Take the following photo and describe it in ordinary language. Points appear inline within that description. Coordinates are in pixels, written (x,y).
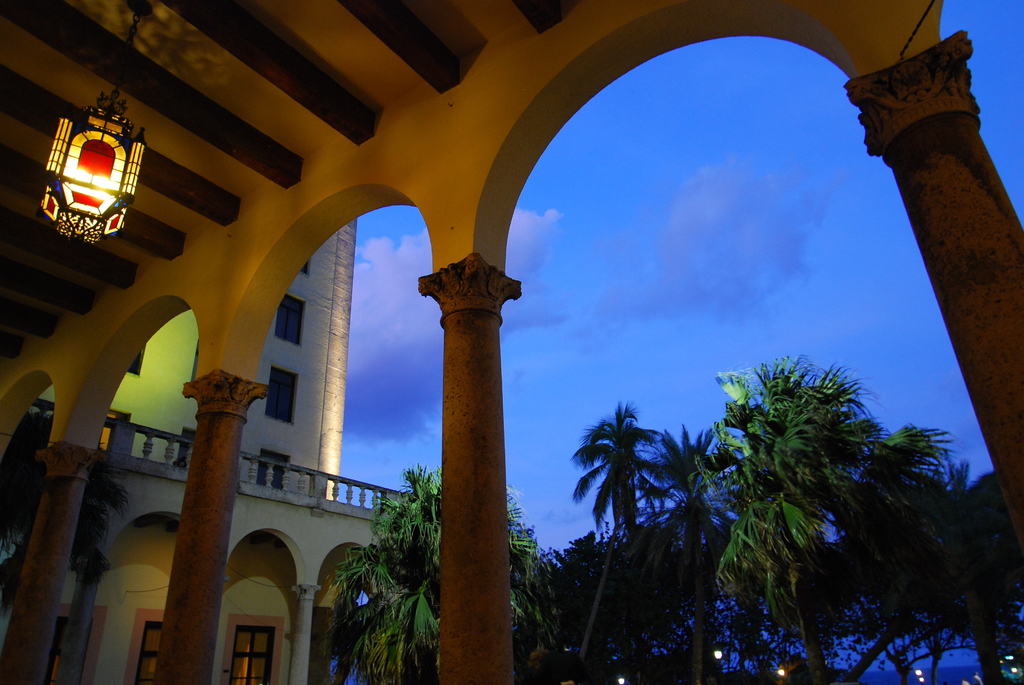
In this picture we can see lamp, pillars (481,667), building (333,337), windows (288,306), lights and trees (91,471). In the background of the image (689,288) we can see sky (689,282) with clouds (717,264).
